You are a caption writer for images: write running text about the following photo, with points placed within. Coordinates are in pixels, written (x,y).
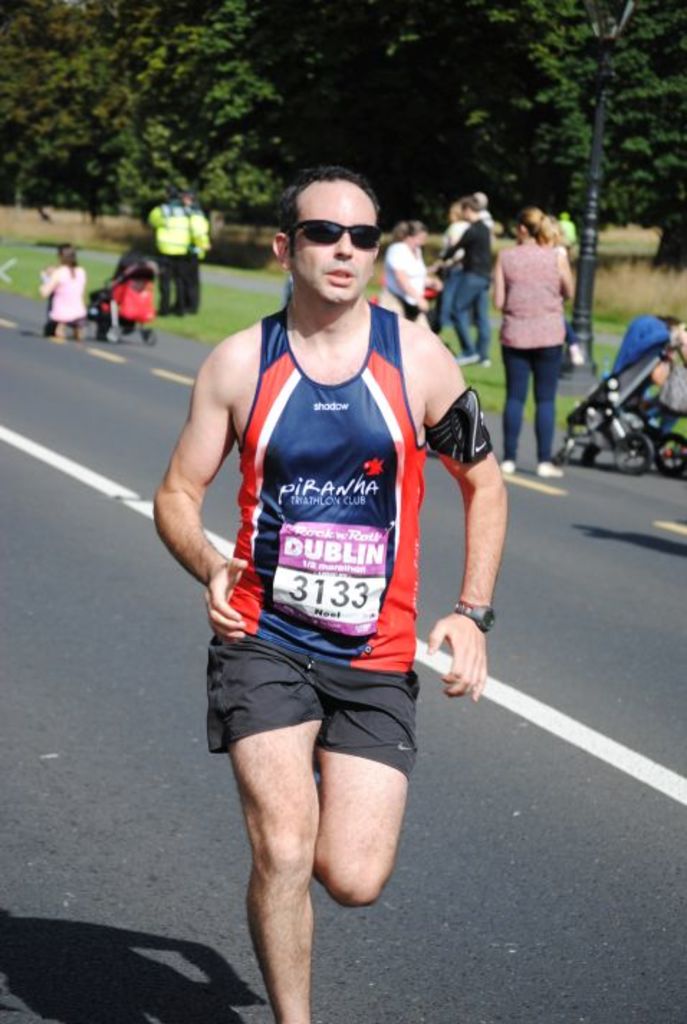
In this image I see a man (230,563), who is wearing a tank top (327,619) and a short (319,680) and he is on the road (101,817). In the background (21,162) I see few people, a pole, grass (616,290) and lots of trees (40,204).
